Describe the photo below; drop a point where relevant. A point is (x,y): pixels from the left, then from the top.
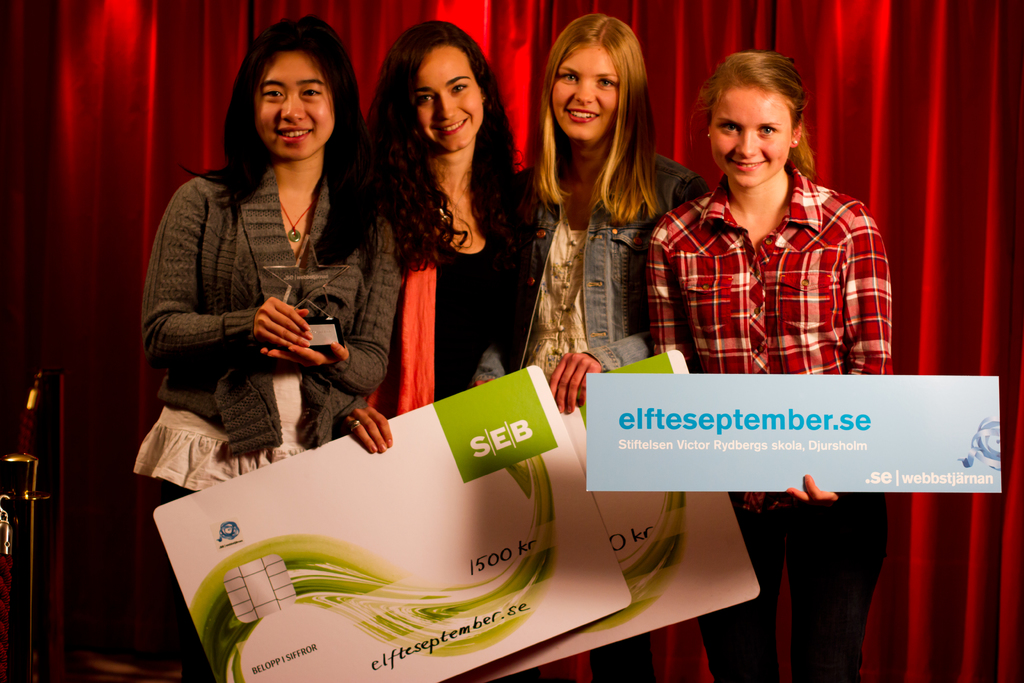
In this image I can see four women (518,274) are standing and holding some objects (534,467) in hands (563,404). These women (359,335) are smiling. In the background (148,30) I can see curtains (51,111).
